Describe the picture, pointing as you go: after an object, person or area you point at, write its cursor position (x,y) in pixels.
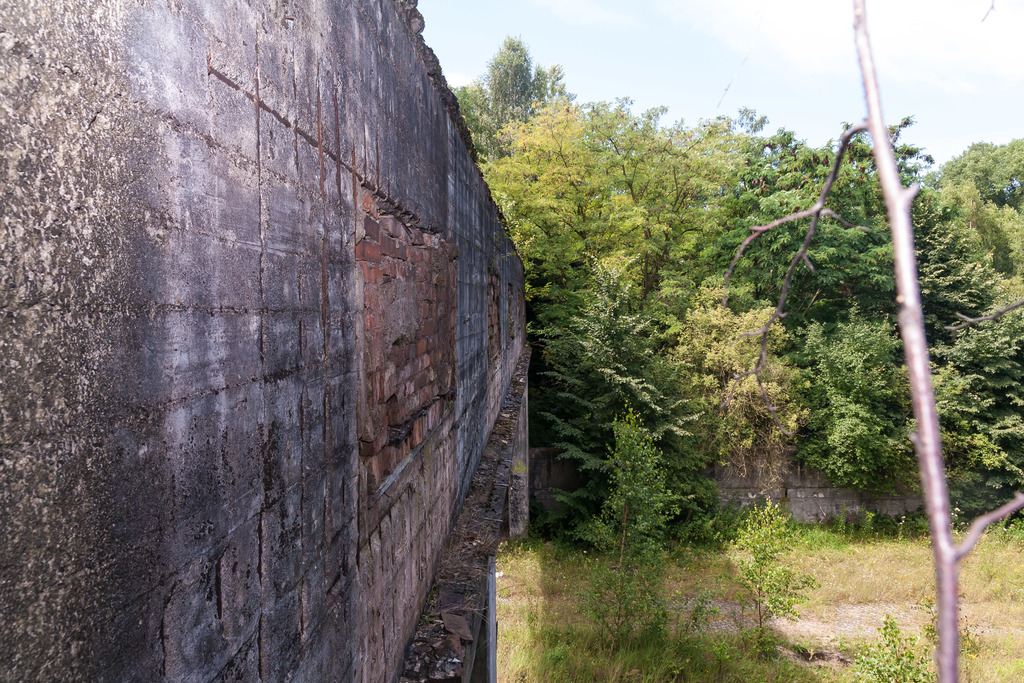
In this image there is a wall (296,260), beside the wall (261,224) there are trees (661,271), on the surface (701,549) there is grass (730,596).
